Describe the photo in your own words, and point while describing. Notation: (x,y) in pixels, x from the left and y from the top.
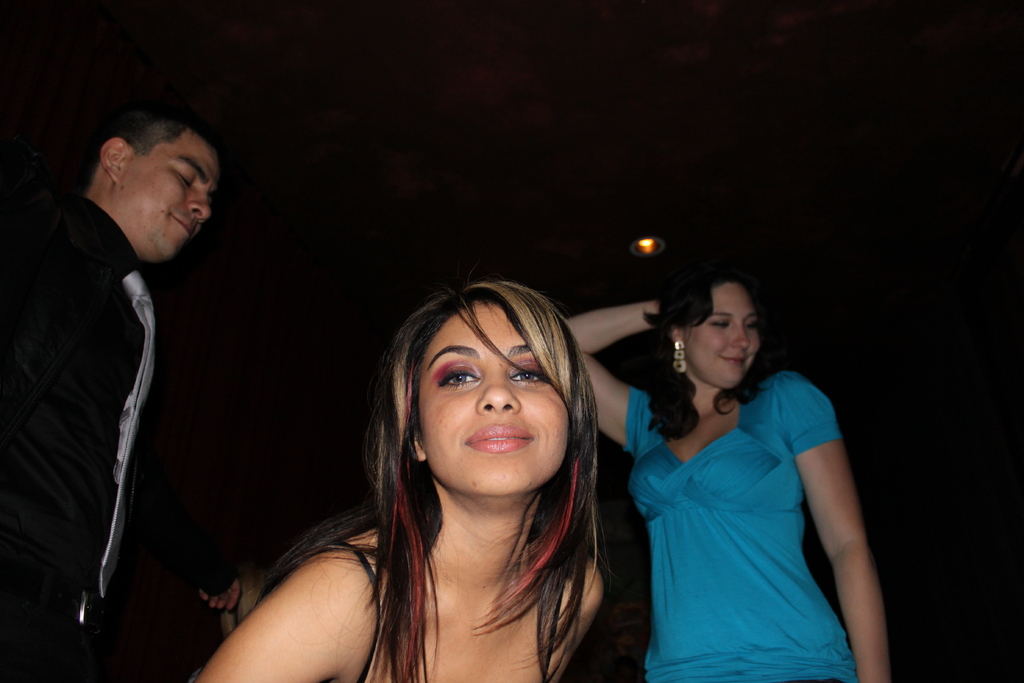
In this image I can see three people (343,607) with different color dresses (41,308) and I can see the black background (483,224) and light (646,244).
